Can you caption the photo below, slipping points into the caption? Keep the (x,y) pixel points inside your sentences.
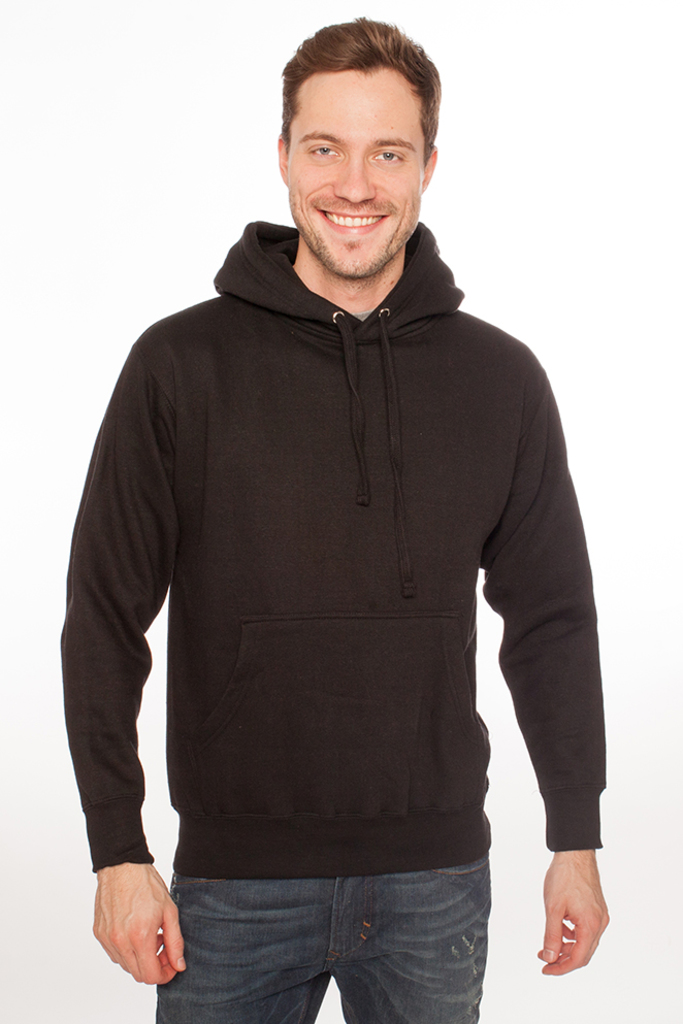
In this image we can see a person (442,506). In the background of the image (588,192) there is a wall (592,1019).
